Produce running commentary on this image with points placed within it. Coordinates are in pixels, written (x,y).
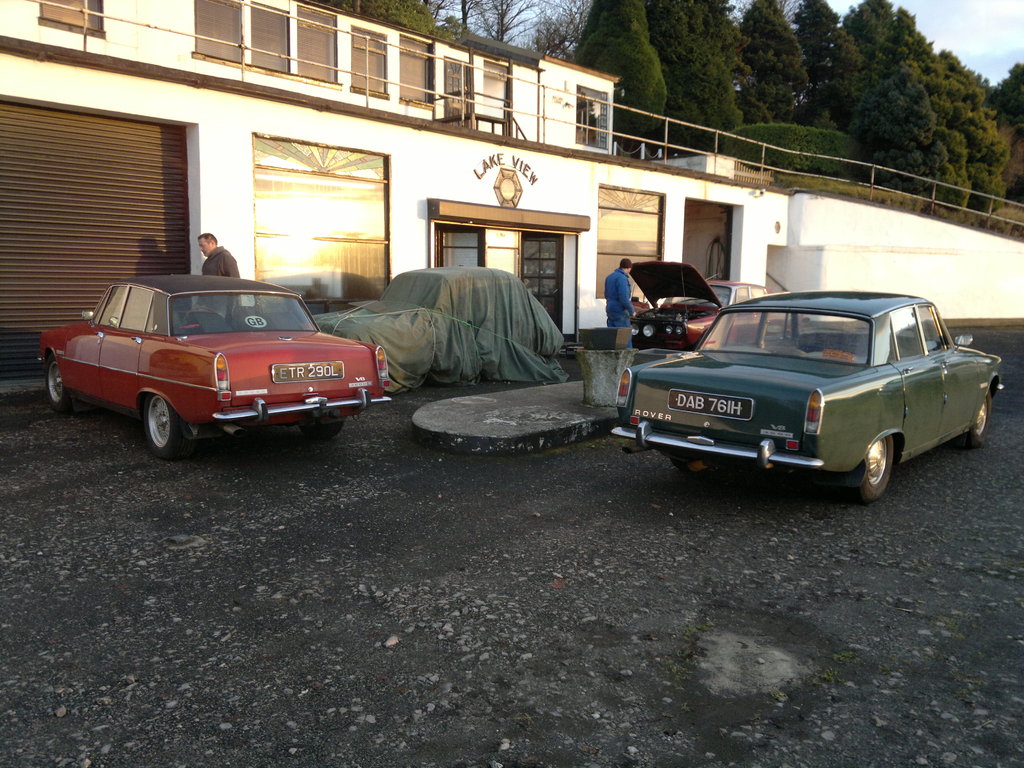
In this image we can see a group of cars (661,317) parked on the ground (823,484), two persons (622,294) are standing on the floor (806,479). One person (630,315) is wearing a blue dress (620,311). In the center of the image (573,285) we can see a building (396,166) with metal railing (244,58), windows (365,58), door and some text (526,174) on it. In the background (971,207) we can see a group of trees (861,128) and the sky (956,29).
